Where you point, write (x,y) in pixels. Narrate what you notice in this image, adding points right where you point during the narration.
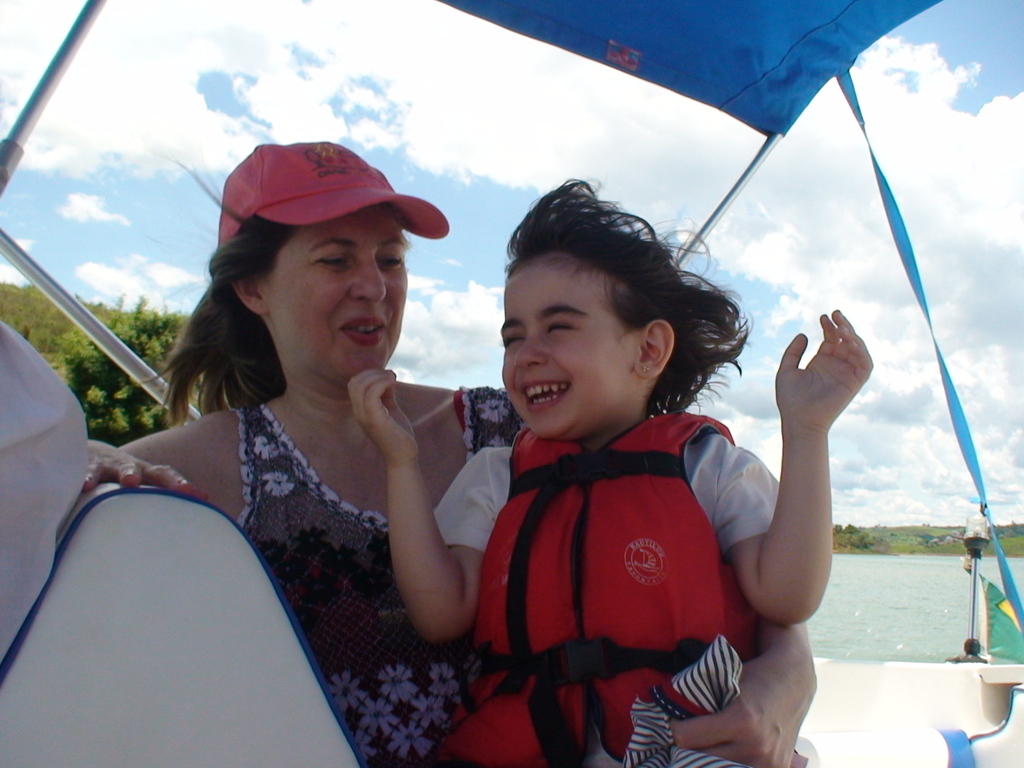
In this image we can see a woman (434,498) holding a child (427,500). We can also see a tent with some poles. On the backside (889,641) we can see a water body (859,626), a group of trees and the sky (912,316) which looks cloudy.
